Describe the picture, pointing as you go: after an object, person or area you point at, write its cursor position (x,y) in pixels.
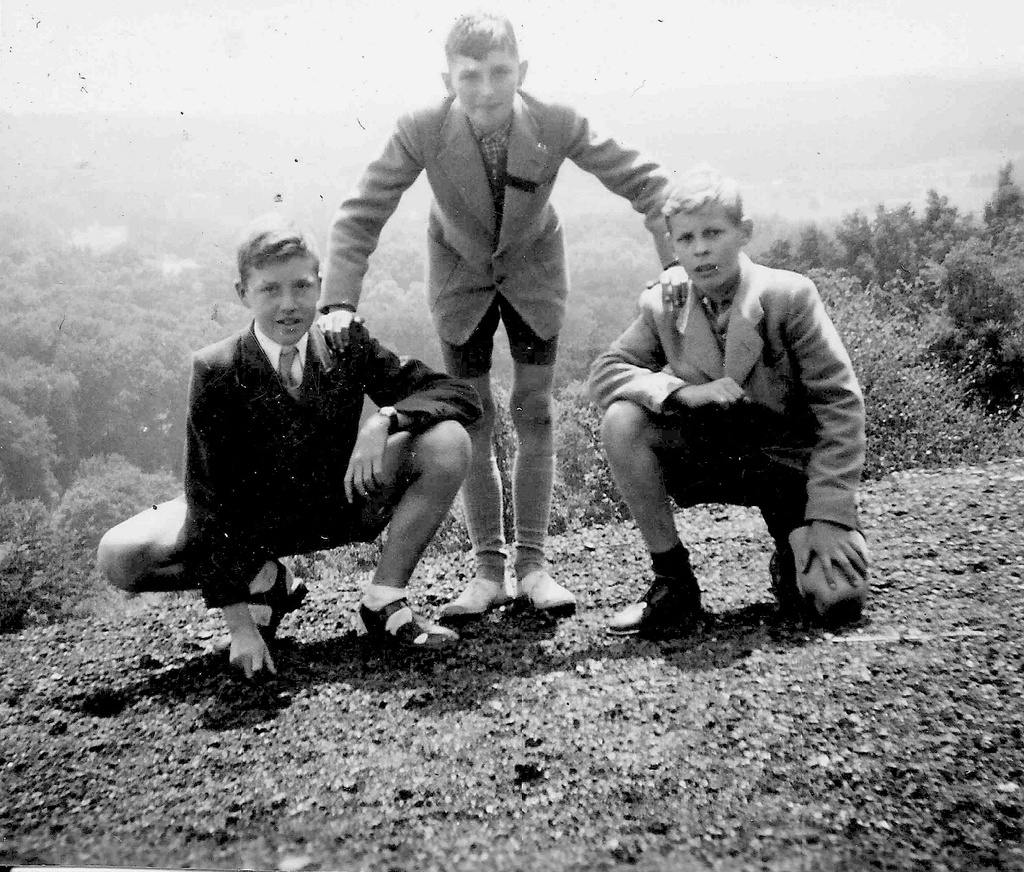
In this image I can see three people (481,464) with the dresses (457,337). In the background (598,272) I can see many trees (62,271), mountains (33,235), clouds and the sky (109,19).
